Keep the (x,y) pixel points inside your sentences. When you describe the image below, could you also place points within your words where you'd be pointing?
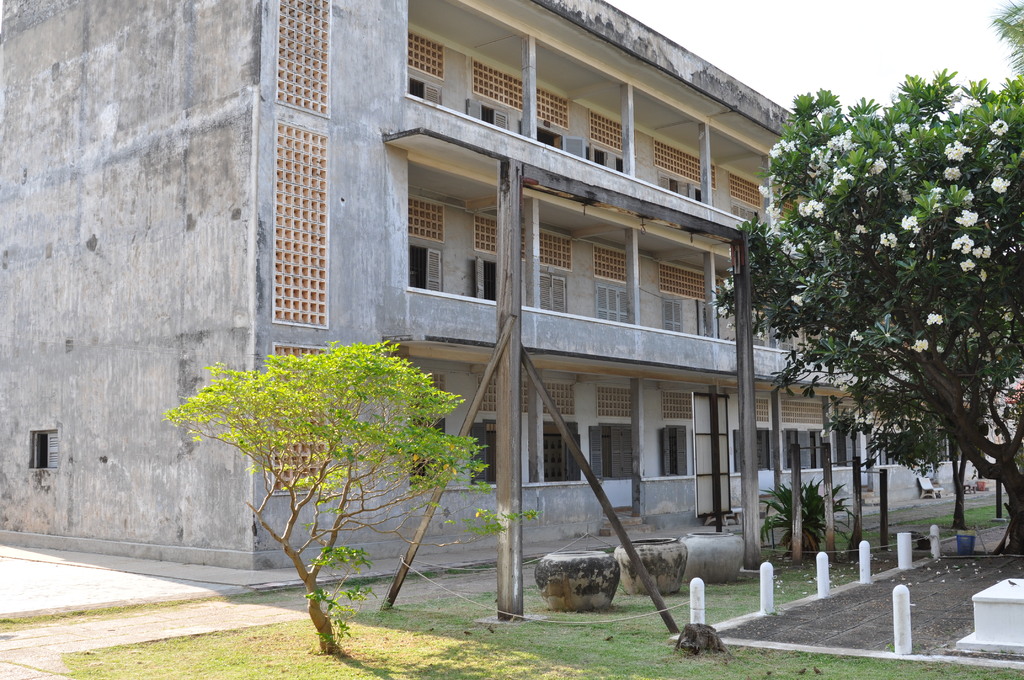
In this image I can see few wooden poles (489,374), few trees (314,502), a plant (776,521), a building (597,296) and over there I can see a bench (921,493). I can also see shadows (659,666).
